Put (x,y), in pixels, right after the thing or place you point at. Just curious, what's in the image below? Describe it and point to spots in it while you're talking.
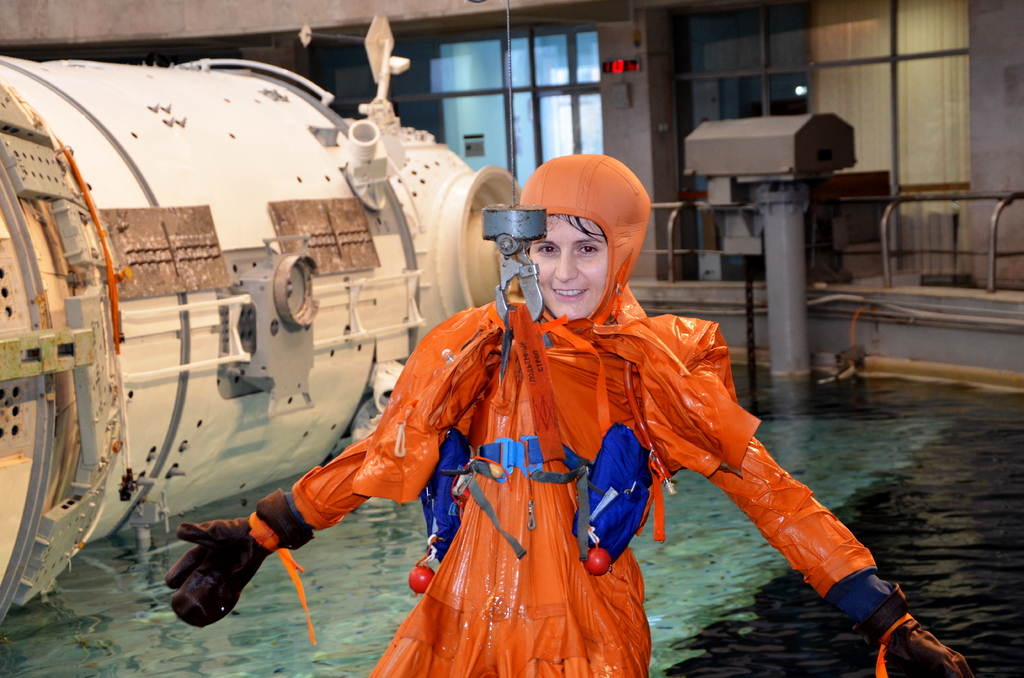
In the center of the image (663,340) there is a lady (399,636) wearing a orange color dress (399,636). At the bottom of the image (697,637) there is water (760,630). There is a railing (855,199) at the background of the image (714,249). To the left side of the image (14,80) there is some object (320,439).
